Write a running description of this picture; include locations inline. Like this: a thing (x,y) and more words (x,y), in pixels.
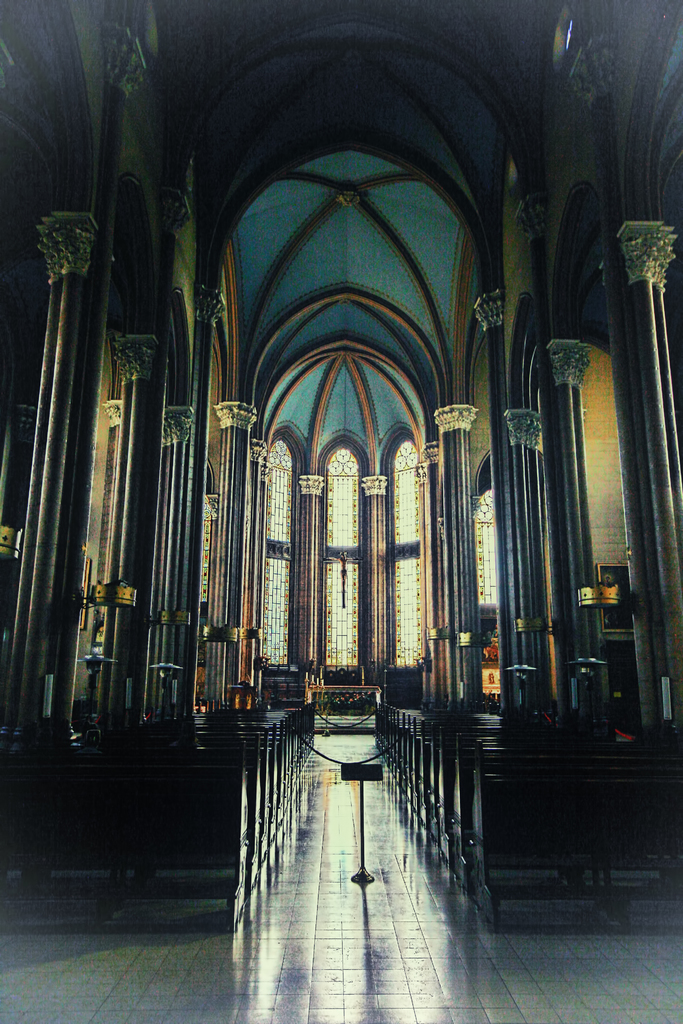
Picture inside of a building (260,952). In this picture we can see pillars (502,558), windows (493,552), stand (360,779) and benches (473,729). Pictures (84,623) are on the walls (605,518).
